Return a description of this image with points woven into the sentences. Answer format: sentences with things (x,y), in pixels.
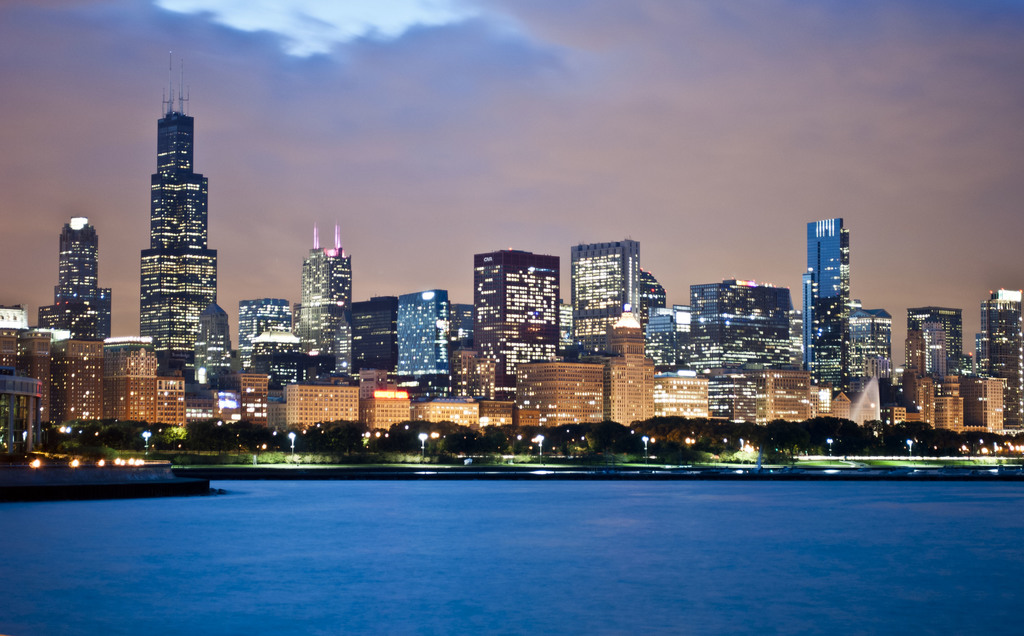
In the image there is a sea (279,560) in the front (655,581), behind there are many buildings (295,376) with lights (459,418) all over it, with trees (339,431) in front of it and above its sky (430,90) with clouds (656,100).
